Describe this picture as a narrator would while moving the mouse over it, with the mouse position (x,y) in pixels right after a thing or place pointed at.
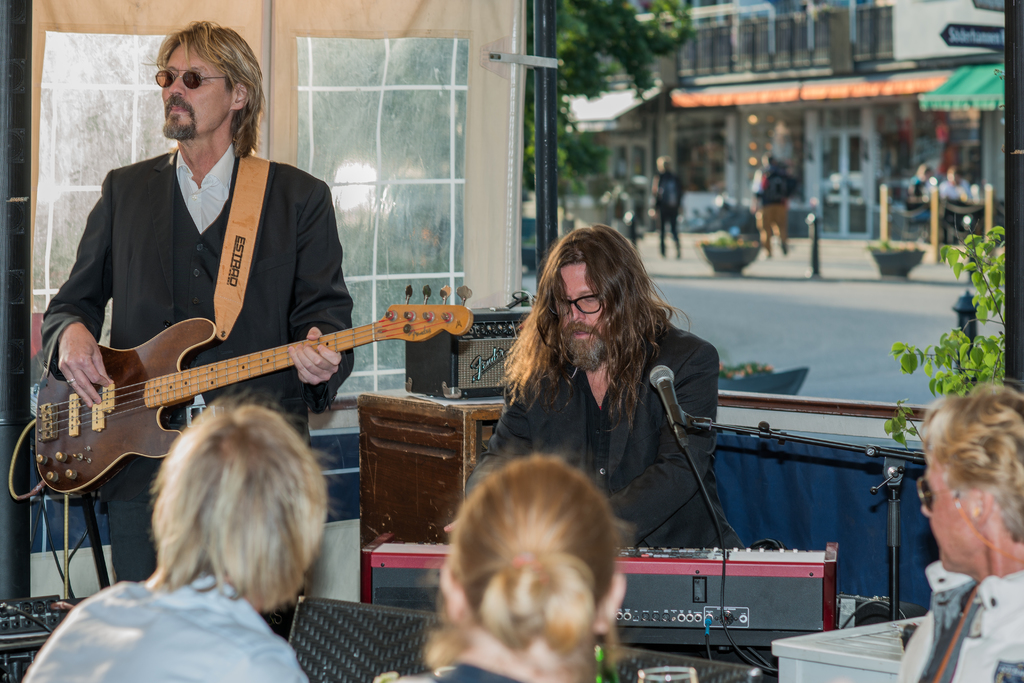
In this picture, there are two men (125,329). One is playing the guitar (167,363) and the other is playing a piano (371,569). There is a microphone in front of one of them. Some of the people (518,591) are watching at them. In the background (588,25), we can observe some buildings (667,108), trees (613,44) and some people (673,197) walking here on the road (740,295).
